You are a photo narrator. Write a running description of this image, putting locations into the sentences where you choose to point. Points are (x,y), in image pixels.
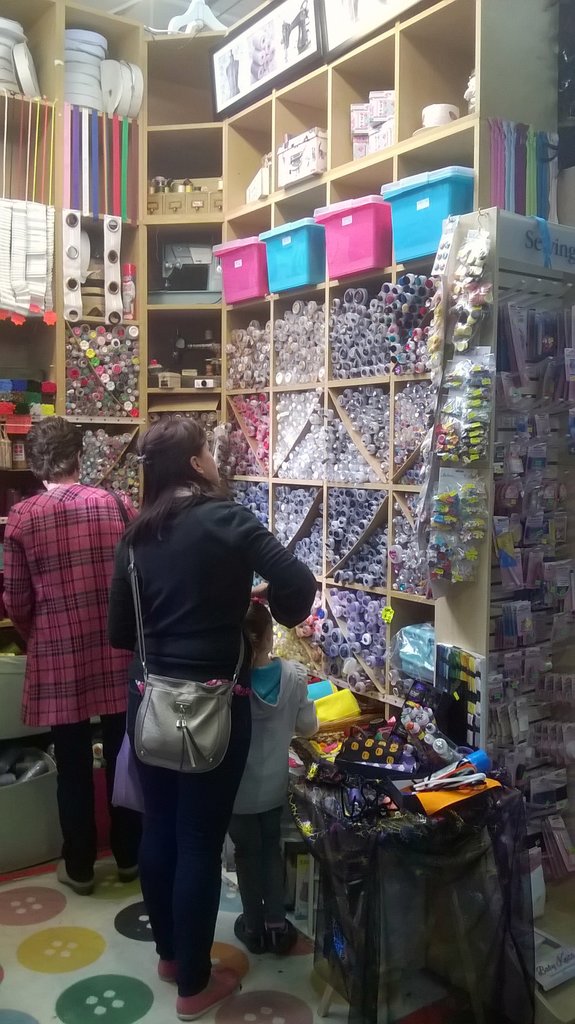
This image is taken inside a room (275,711). At the bottom of the image (99,954) there is a floor (66,1020). At the top of the image (139,156) there is a cupboard (60,272) which is made of wood (185,215) having more shelves (144,348) and there were many things (98,35) placed in it. In the middle of the image (234,573) three people (207,900) are standing two women (184,660) and a kid (269,806).
